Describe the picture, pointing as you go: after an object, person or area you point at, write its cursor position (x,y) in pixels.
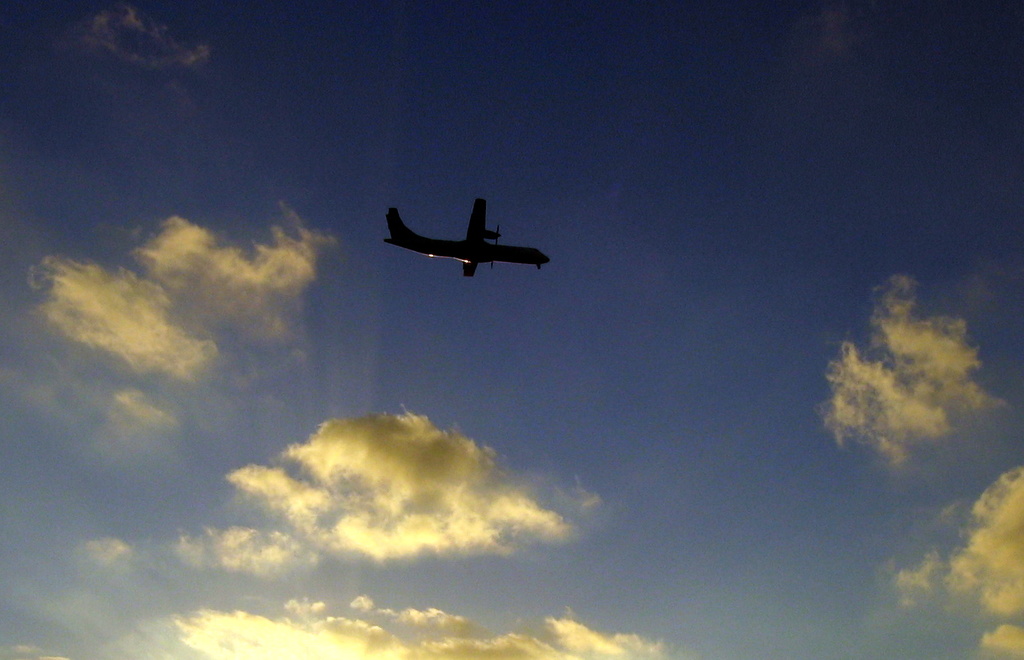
In this picture there is a plane (479,252) flying in the air (517,239) and there are few clouds (334,480) beside it.
